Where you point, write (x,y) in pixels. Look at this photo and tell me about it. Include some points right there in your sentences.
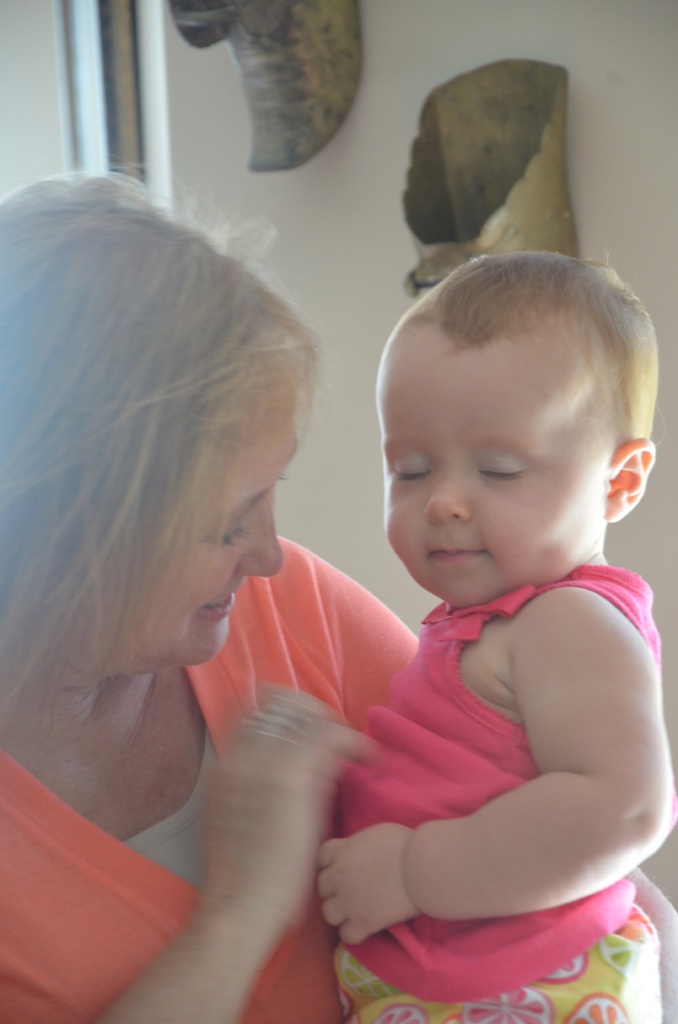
In this image we can see a woman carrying a child (560,767). On the backside (469,252) we can see some decors (438,260) on a wall (331,247).
